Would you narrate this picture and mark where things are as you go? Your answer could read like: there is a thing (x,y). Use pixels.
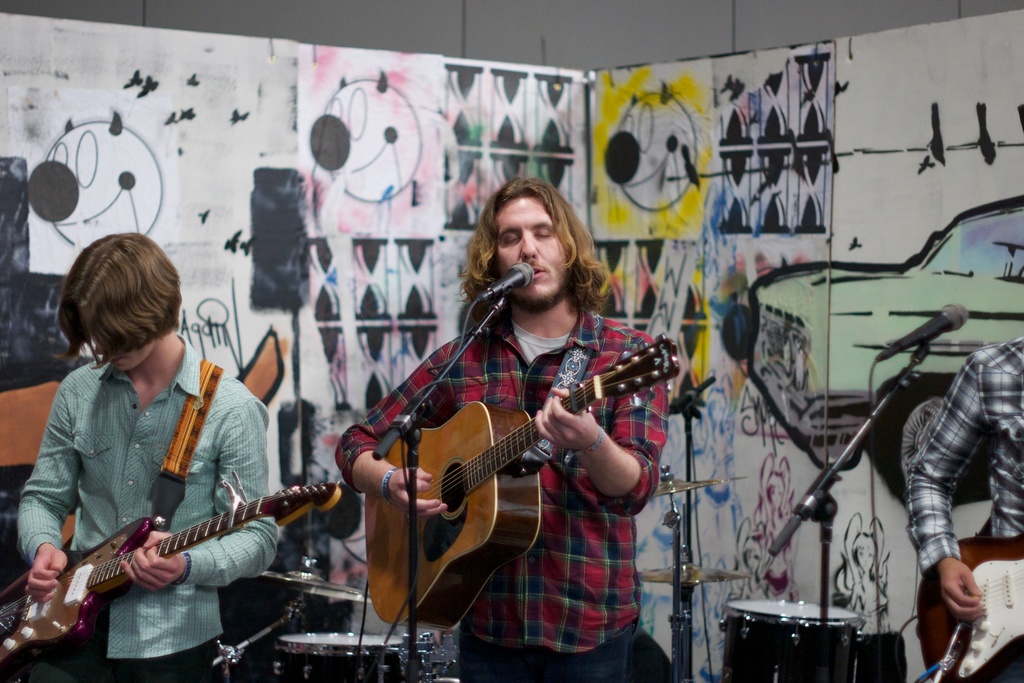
There is a man (576,258) standing and playing a guitar (400,519), another man (132,261) standing and playing guitar (327,505), another person (1017,345) standing and playing guitar (989,665) and at the background (704,511) there is a microphone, mic stand (828,525), drums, cymbals (702,573) and a paper drawings board (576,148).
